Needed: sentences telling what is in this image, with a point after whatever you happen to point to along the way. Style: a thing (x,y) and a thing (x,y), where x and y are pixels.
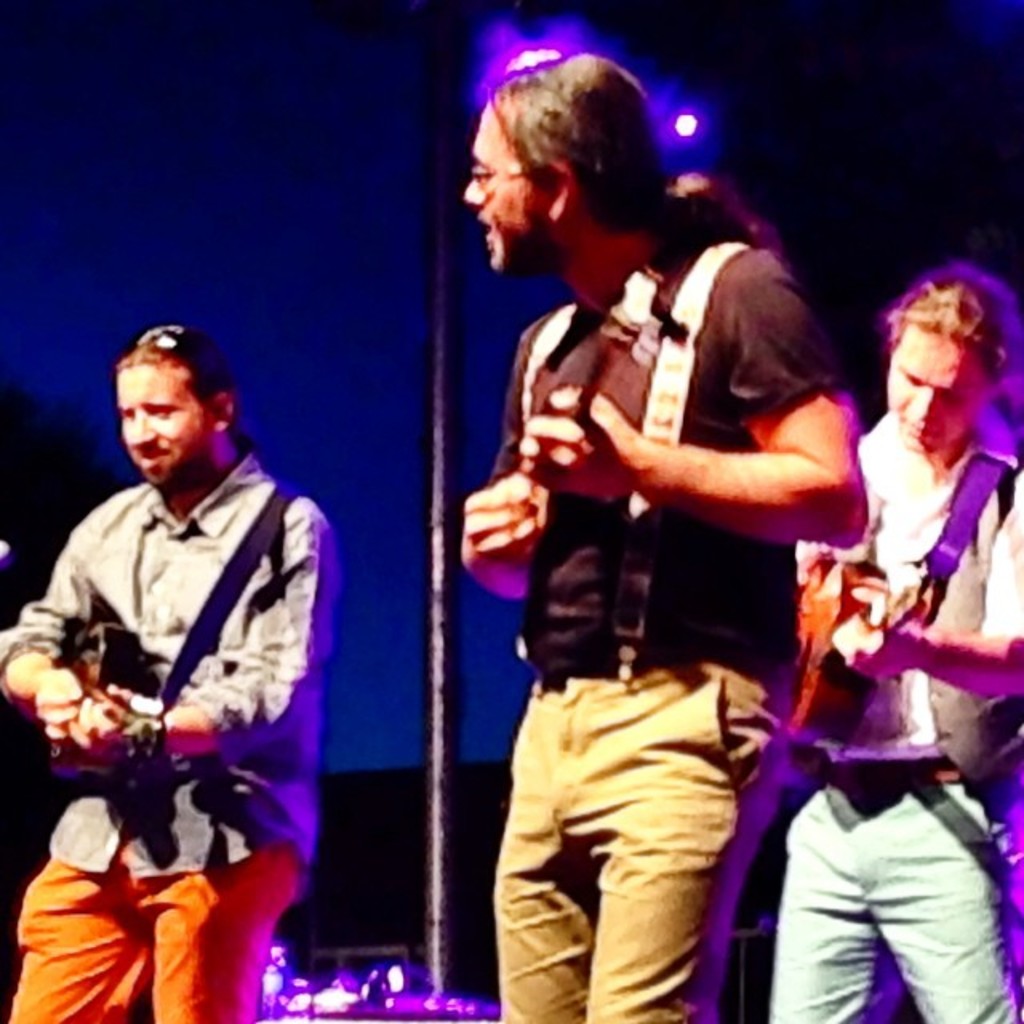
In this image there are musicians (194,532) standing and performing. In the background (430,434) there is a pole (456,558) which is black in colour and there are lights (375,990).
